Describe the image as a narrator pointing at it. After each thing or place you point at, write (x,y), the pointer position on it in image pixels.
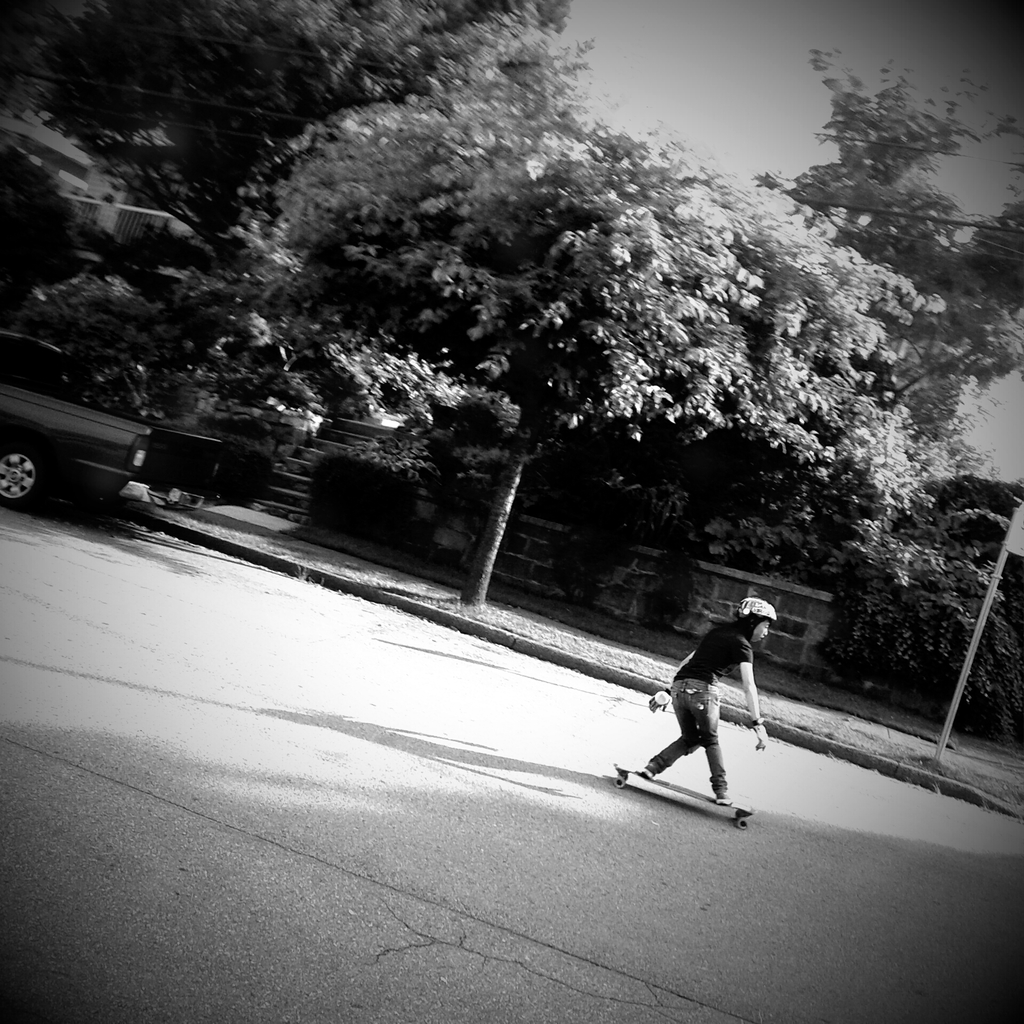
At the bottom of the image (647,983) a woman (770,614) is doing skating on road (999,877). Behind her there are some trees (1006,593) and vehicle (54,402) and poles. At the top of the image (1022,195) there is sky (990,195).
